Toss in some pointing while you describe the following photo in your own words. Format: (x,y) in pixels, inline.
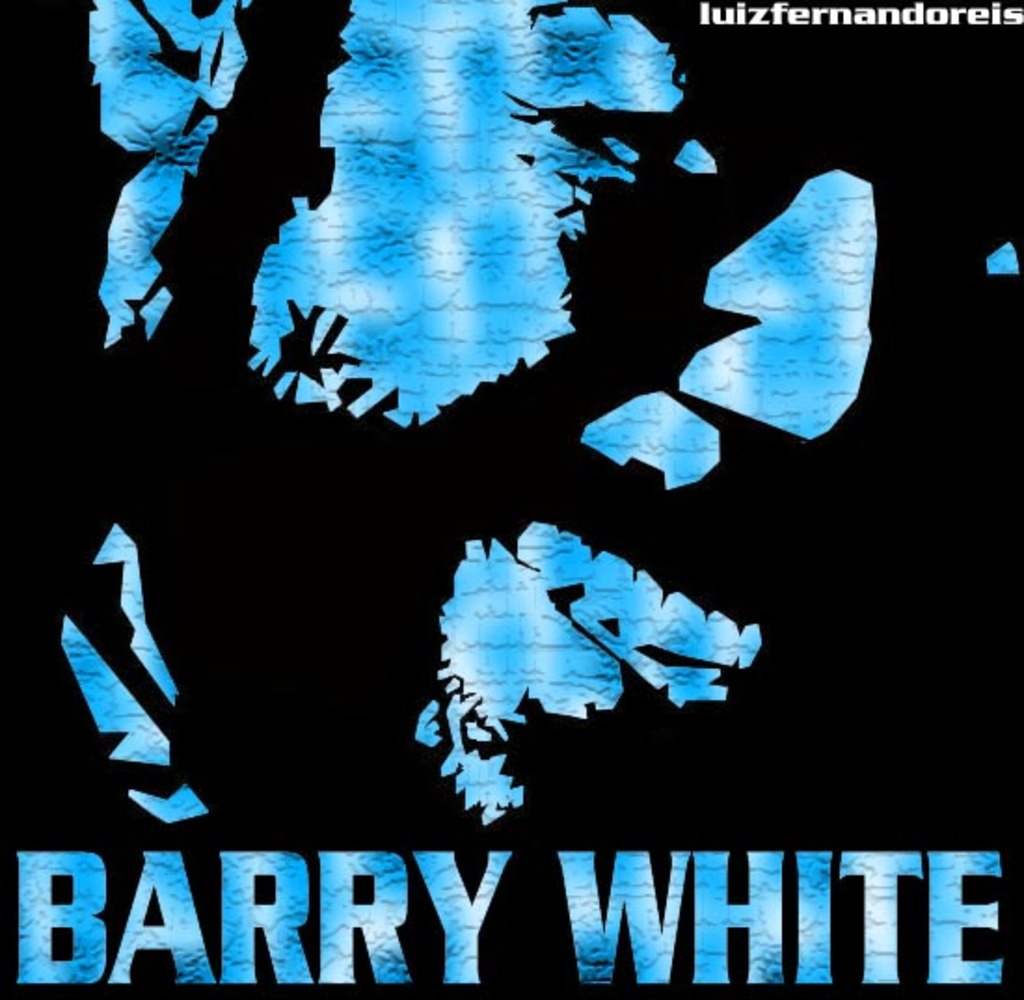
In this picture we can see a poster (322,497), on which we can see some text (165,925) and image (441,323).
